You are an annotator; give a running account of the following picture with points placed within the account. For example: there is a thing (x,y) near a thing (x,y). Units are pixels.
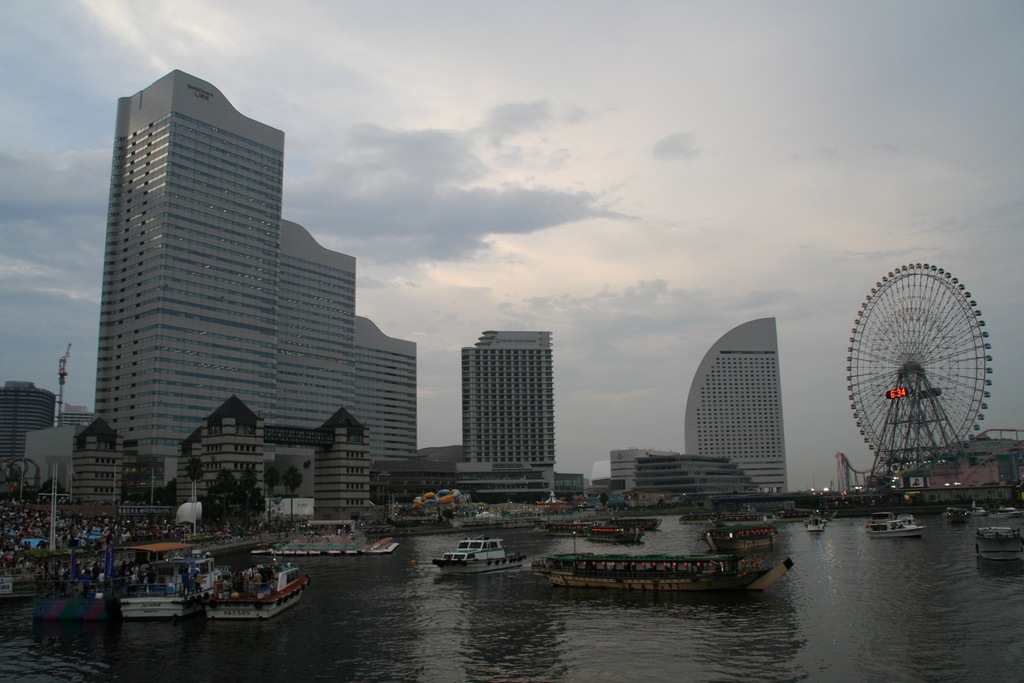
In this image there are many ships (433,563) and boats (645,569) in the river (846,601). In the background of the image (221,414) there are many buildings (733,460), stalls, trees (253,501) and sky (597,333).
